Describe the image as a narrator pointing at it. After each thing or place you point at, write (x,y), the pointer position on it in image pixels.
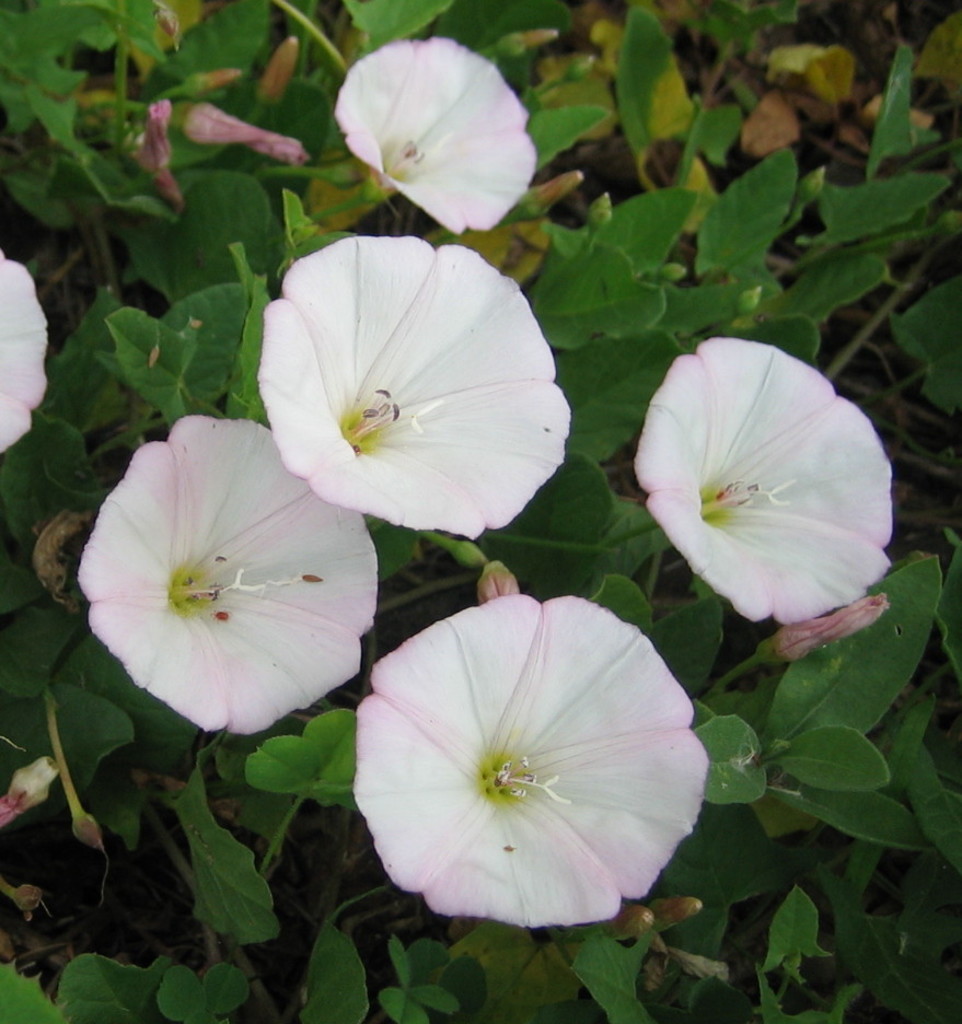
In this image we can see a group of plants (656,508) with some flowers (566,612) and buds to it.
